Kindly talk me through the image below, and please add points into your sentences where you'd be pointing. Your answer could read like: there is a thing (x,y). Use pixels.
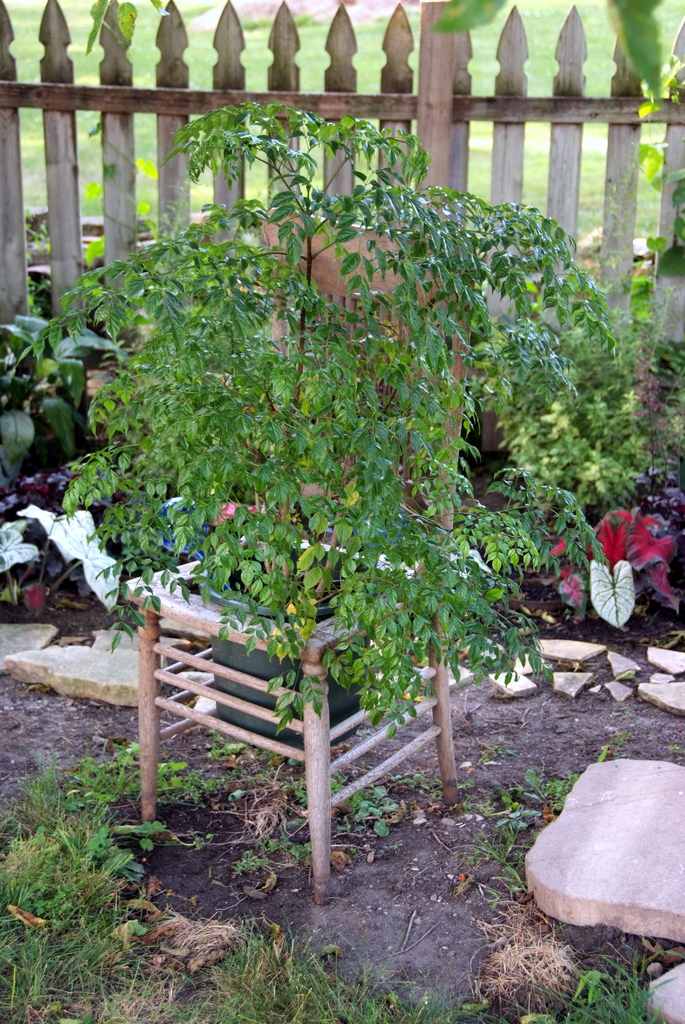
In the middle of this image (427,393), there is a potted plant (293,224) attached to a chair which is on the ground (531,1019), on which there are stones (24,657) and grass (567,952). In the background (596,119), there is a fence (633,104). Besides this fence (510,72), there are plants (664,375) on the ground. Outside this fence (567,116), there's grass (672,10) on the ground (644,197).
